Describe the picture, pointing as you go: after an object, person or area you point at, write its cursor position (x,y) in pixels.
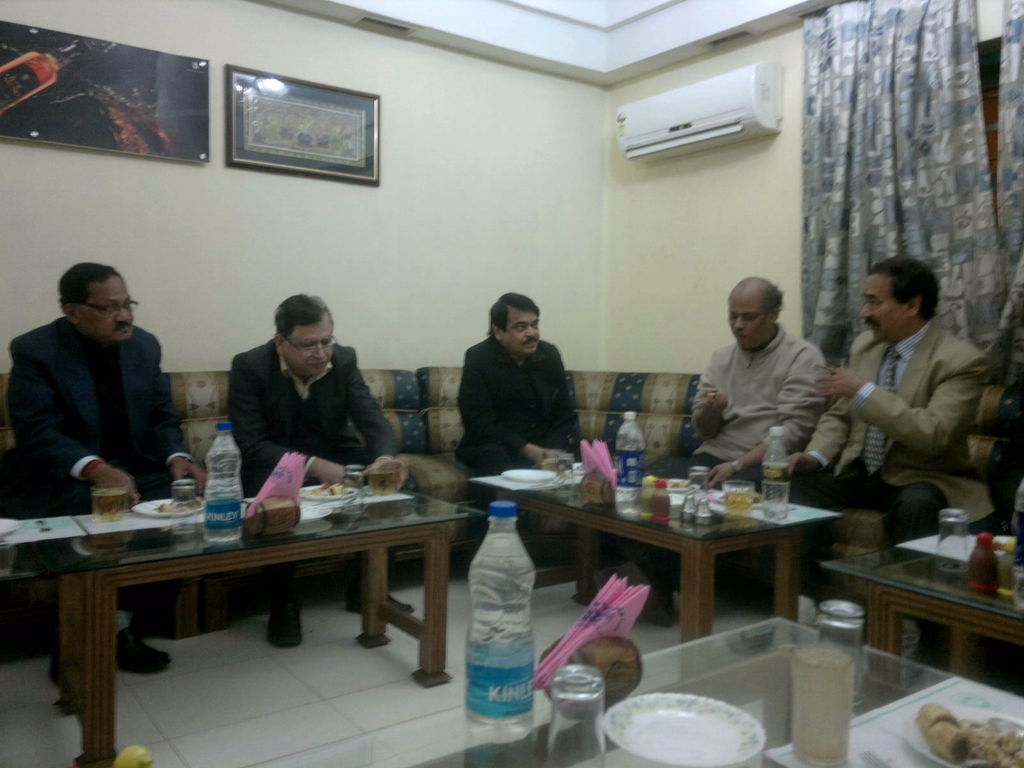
There are five persons (487,351) sitting on a sofa (603,420). In front of them there are four table (705,546). On the table (664,535) there are bottles (233,493), tissues (275,483), plates (153,513), glass (111,505), food items (940,711). In the background (577,221) there is a wall (311,219). There are two photo frames (295,123), an AC (723,111) and curtain (886,142).
